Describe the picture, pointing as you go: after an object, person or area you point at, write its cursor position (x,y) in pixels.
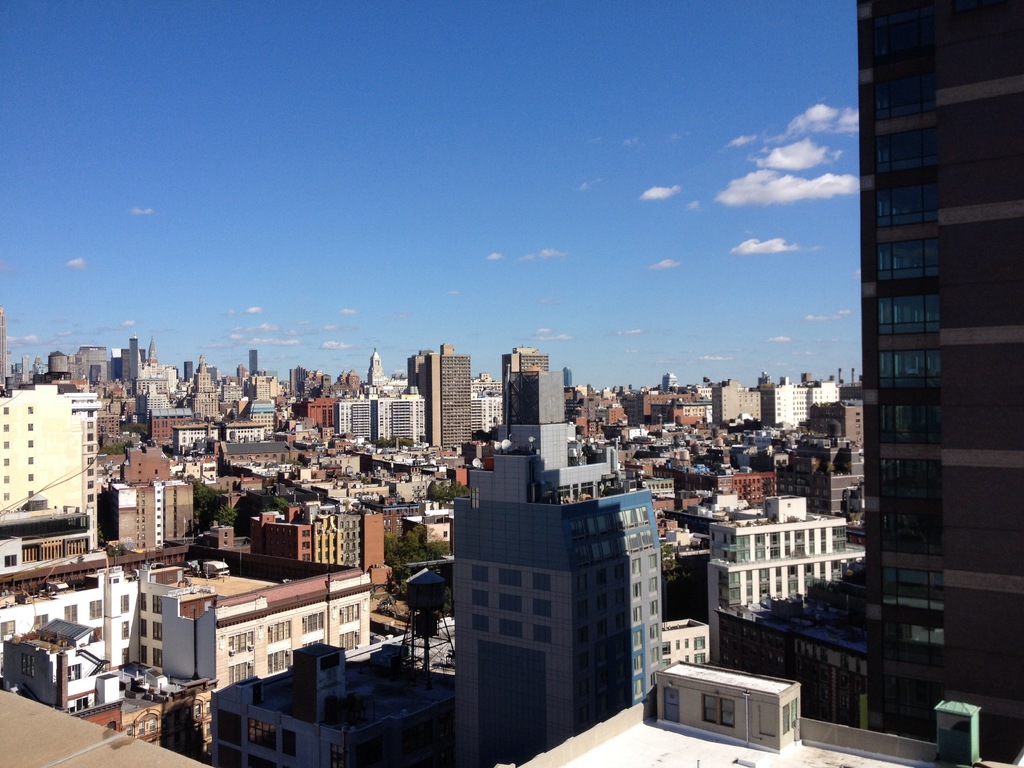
In this image I can see many buildings (551,513). I can see some clouds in the sky (144,300).
